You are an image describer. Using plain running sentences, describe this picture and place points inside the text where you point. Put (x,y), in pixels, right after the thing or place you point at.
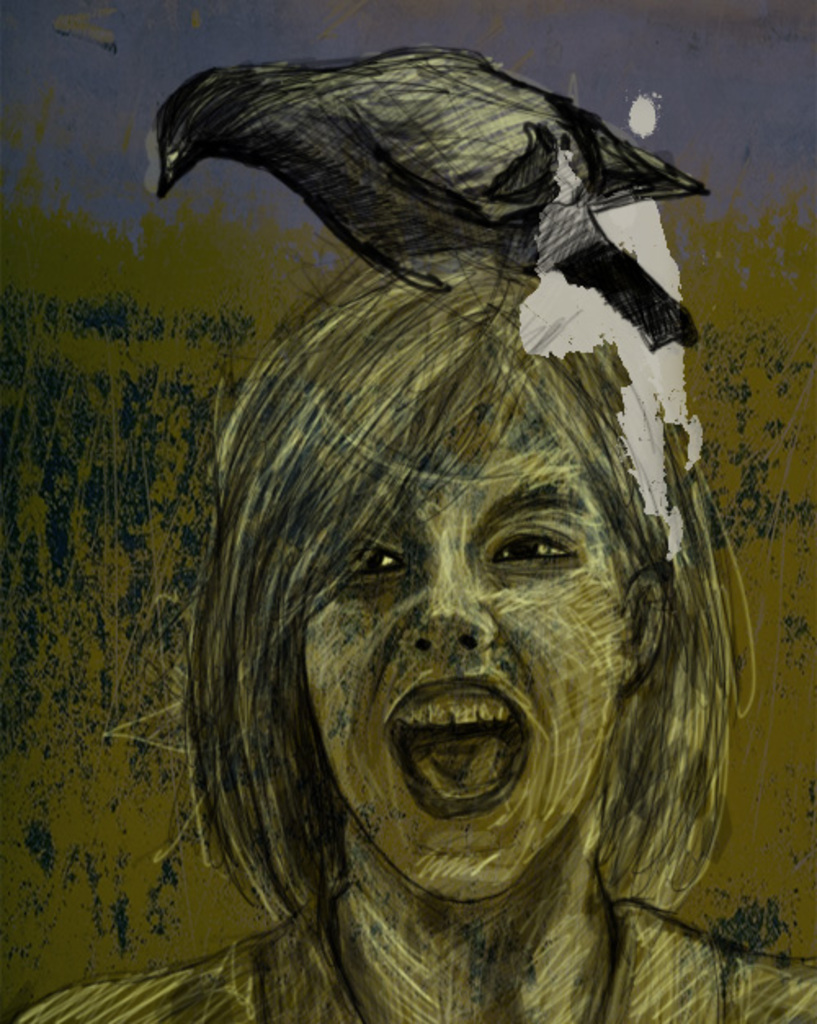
As we can see in the image there is painting (319,640) of a girl (582,574), black color crow (571,156) and sky (774,111).
